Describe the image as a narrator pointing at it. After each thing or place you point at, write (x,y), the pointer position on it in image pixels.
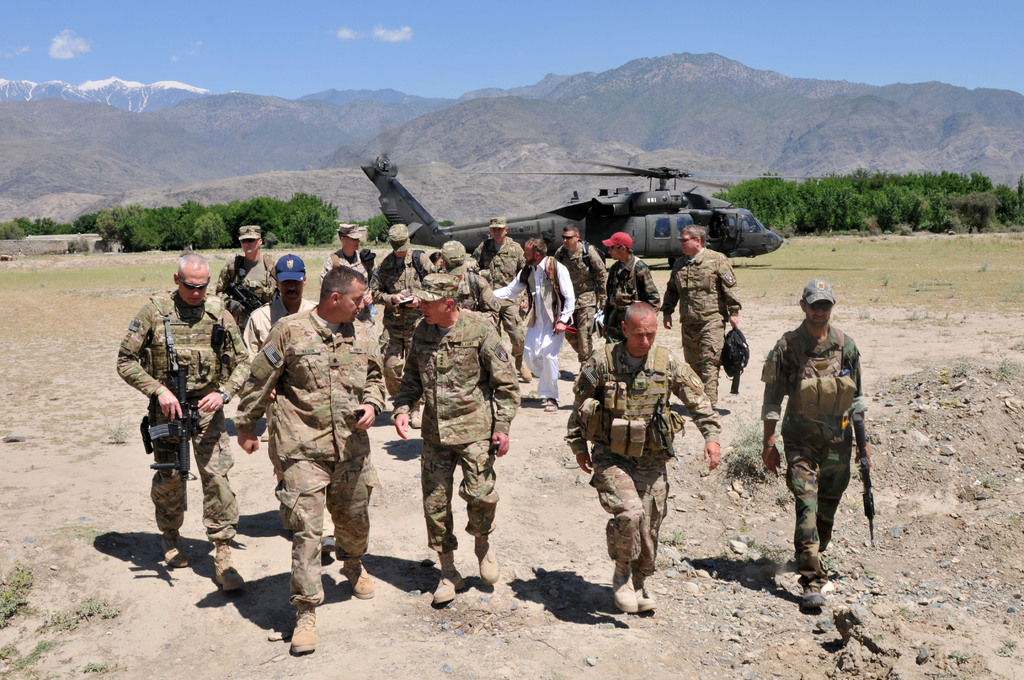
In the picture I can see people (614,297) wearing army uniforms (655,455) and shoes (225,554) are walking on the ground (131,452). In the background (460,201), I can see a helicopter (412,221), trees (966,187), mountains (445,127) and the blue sky (571,45) with clouds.
